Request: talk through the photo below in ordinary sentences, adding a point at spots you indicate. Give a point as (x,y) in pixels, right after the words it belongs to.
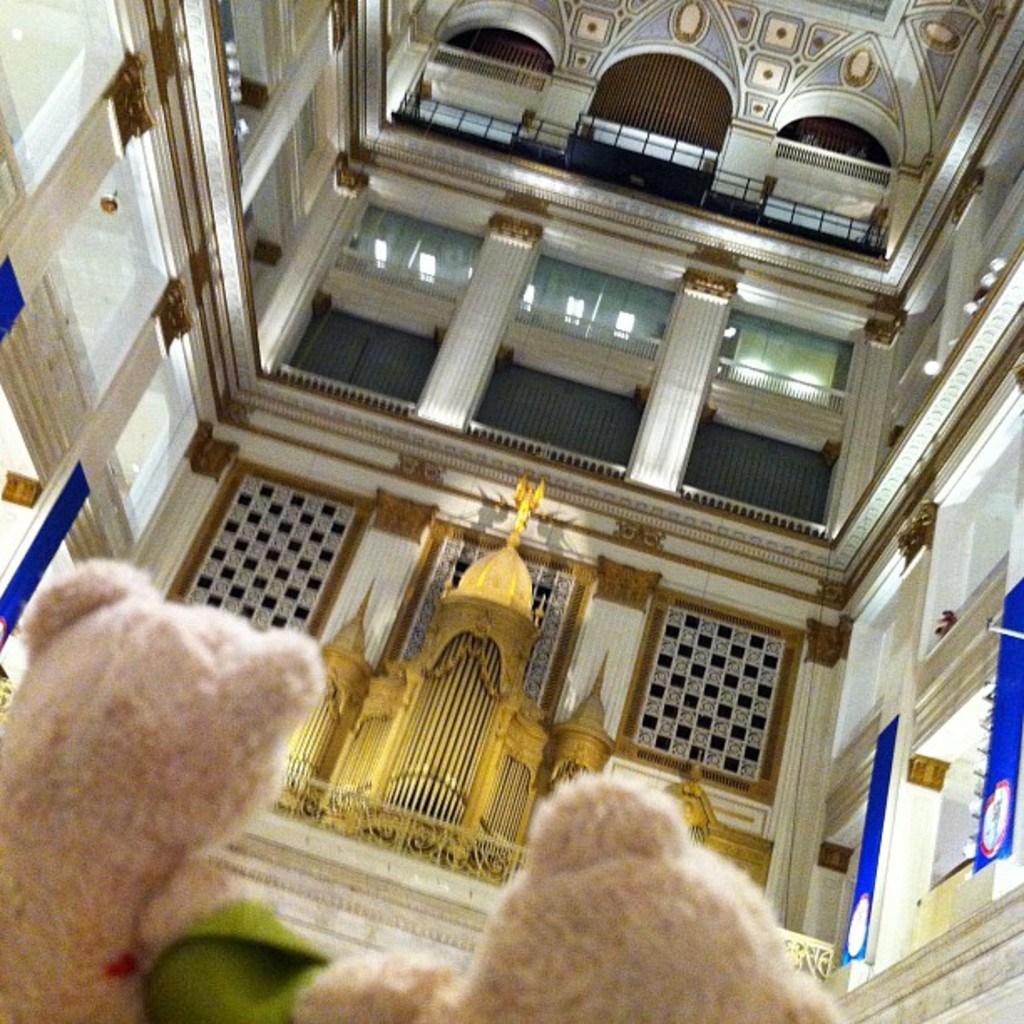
In this image, we can see the inside view of a building (627,504). Here we can see wall (435,520), glass objects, railings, banners (992,839) and few things (384,725). At the bottom of the image (484,990), we can see soft toys (527,964) and cloth (273,1004).
